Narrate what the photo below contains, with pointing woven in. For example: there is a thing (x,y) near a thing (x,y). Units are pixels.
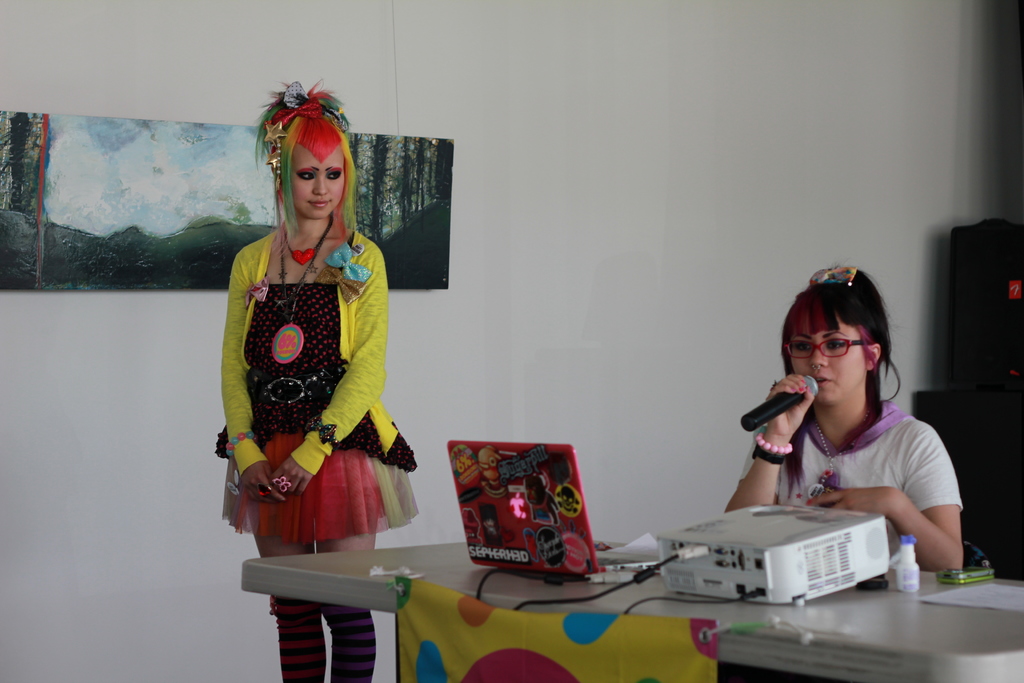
This picture is clicked inside the room (488,363). The girl (270,347) in black and yellow dress (323,359) is standing beside the table (356,586). The girl (914,469) on the right side of the picture (862,421) wearing a white T-shirt (870,450) is holding a microphone (745,426) in her hand (780,430) and she is talking on the microphone (764,417). In front of her, we see a table (942,626) on which laptop (533,564), projector (809,579), mobile phone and papers (1001,592) are placed. Behind her, we see a black color cupboard (1005,235). Behind them, we see a wall (921,172) in white color on which photo frame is placed.
